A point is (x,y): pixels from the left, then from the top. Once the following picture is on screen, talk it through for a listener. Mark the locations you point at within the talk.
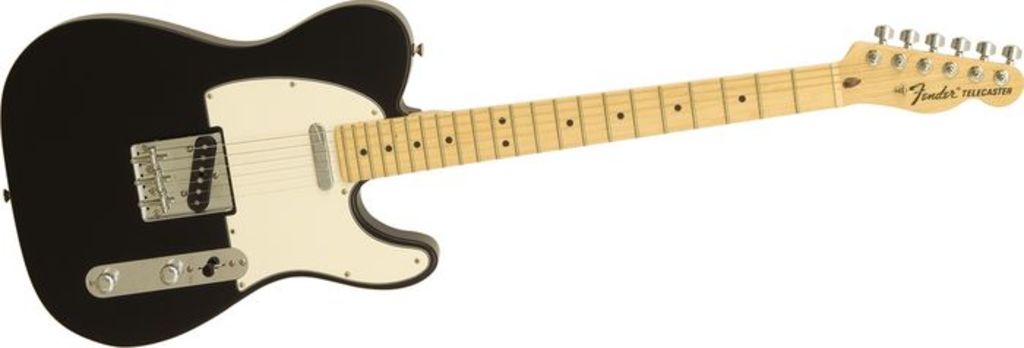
There is a guitar (274,123) in the given picture. It is in black and yellow color.
